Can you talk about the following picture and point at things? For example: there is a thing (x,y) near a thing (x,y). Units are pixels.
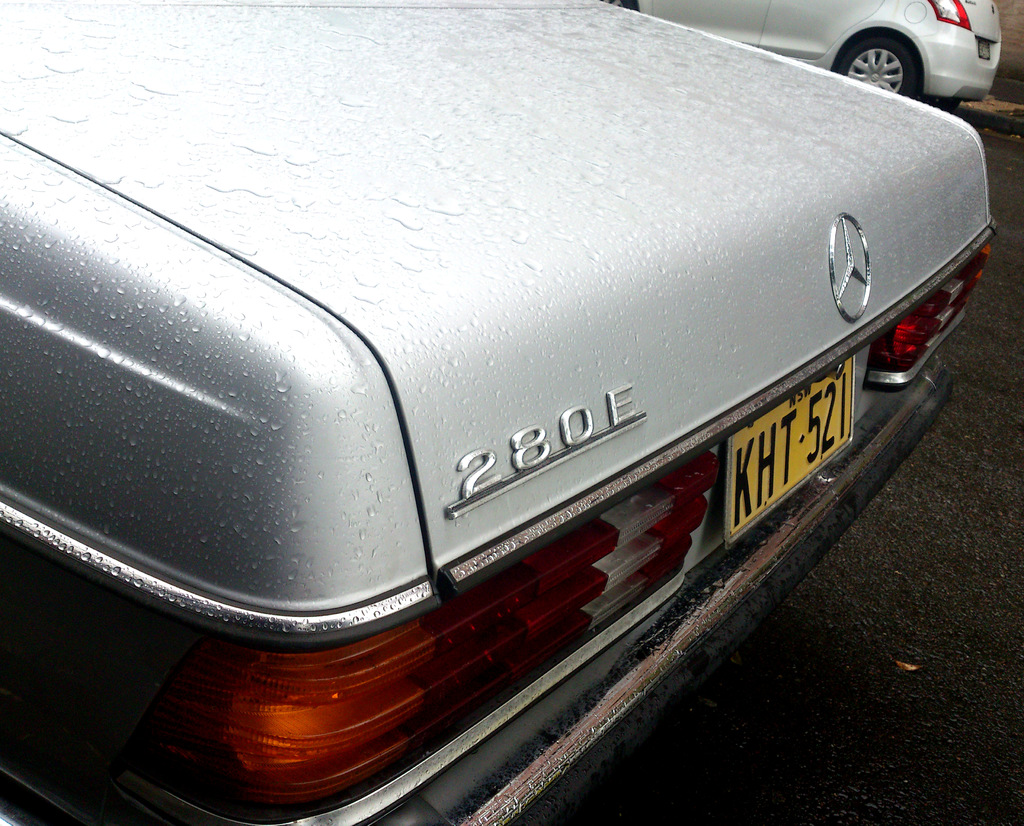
There is a vehicle (491,240) which has mercedes benz logo (847,267) on it is on the road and there is another vehicle (841,35) beside it.
